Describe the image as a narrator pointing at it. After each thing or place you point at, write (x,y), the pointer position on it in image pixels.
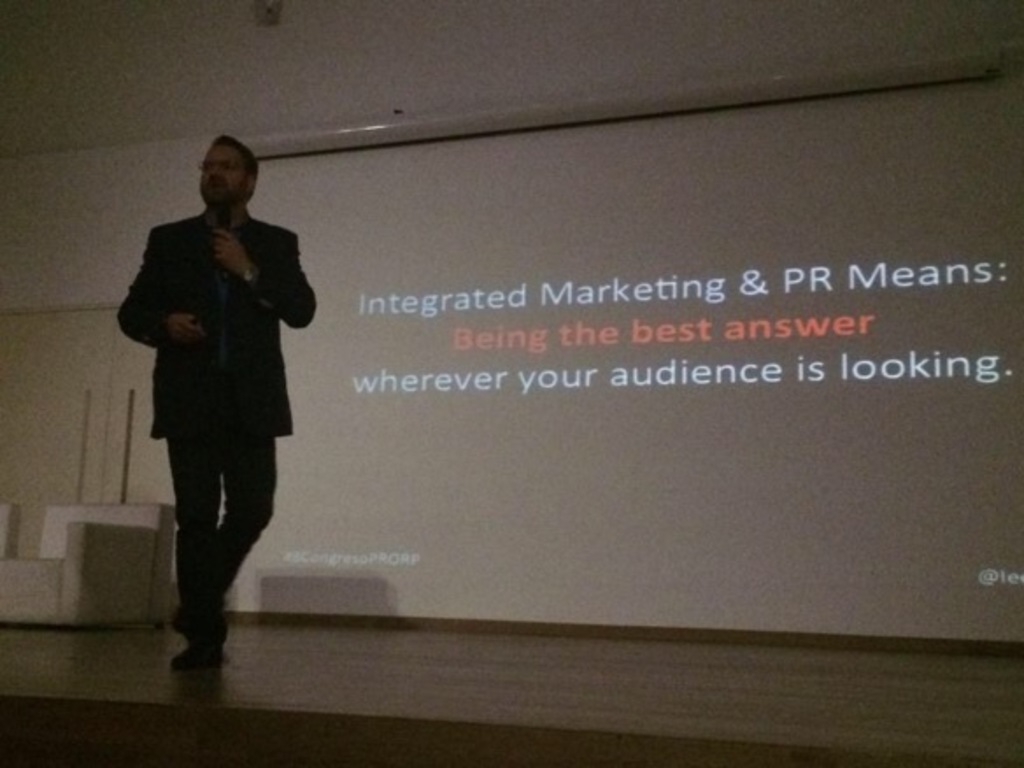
In this picture we can see a person (220,555) is walking on the stage (178,640) and holding a microphone (224,215). Behind the man (210,240) there is a chair (90,569), projector screen (441,363) and the wall (95,215).
